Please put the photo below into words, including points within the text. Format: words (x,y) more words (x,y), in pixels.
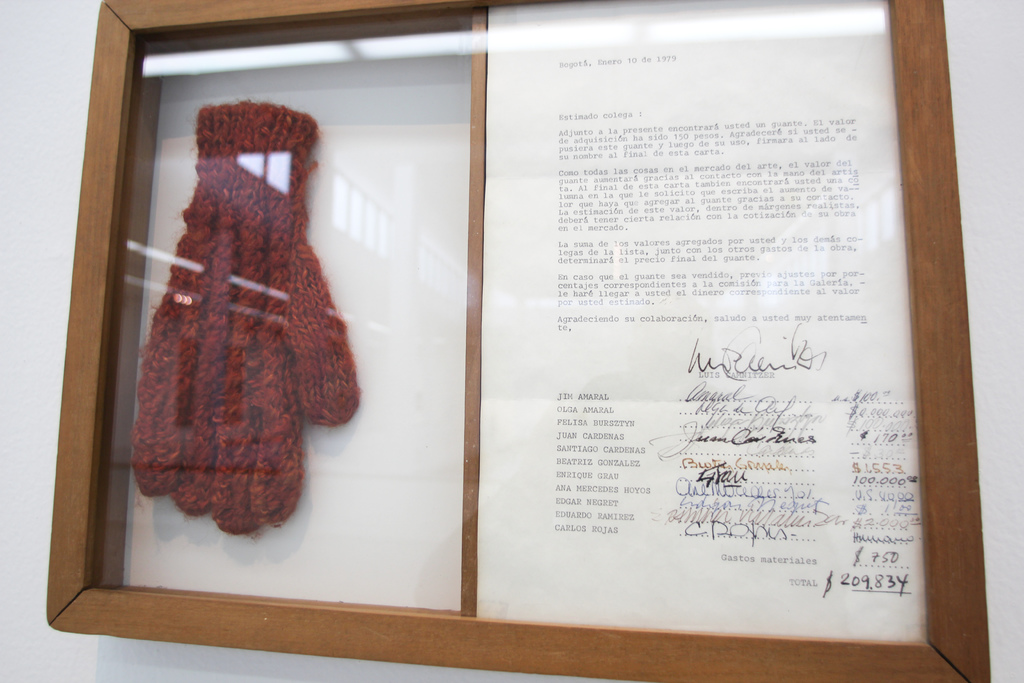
In this image there is a wall (995,125), for that wall (427,682) there frame (145,33), in that frame (938,373) there is a letter (873,362) and glove (296,177).
